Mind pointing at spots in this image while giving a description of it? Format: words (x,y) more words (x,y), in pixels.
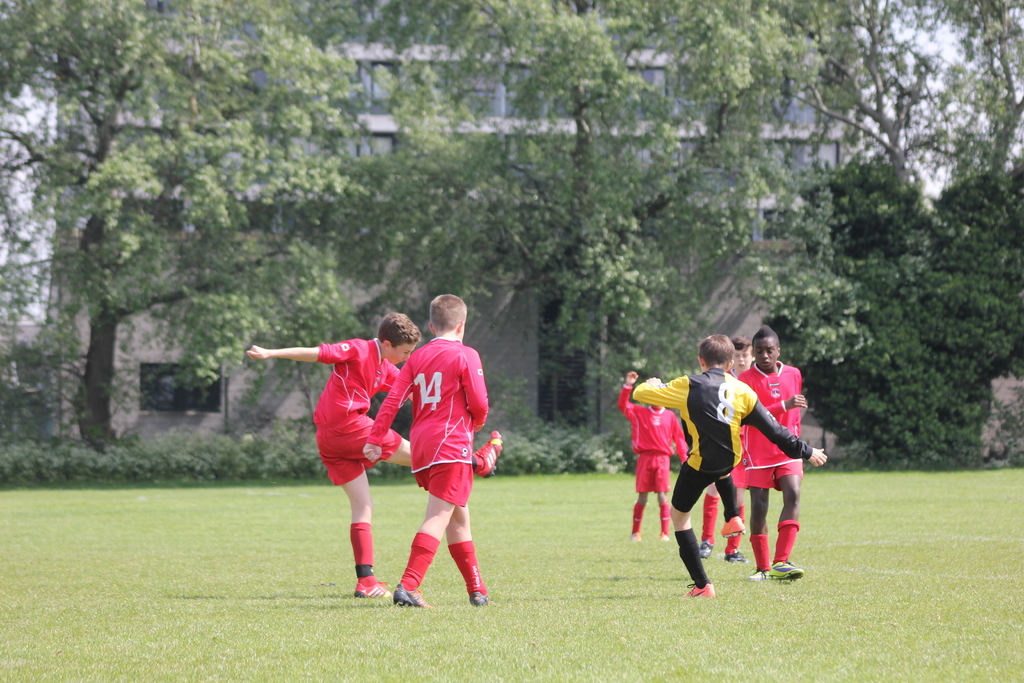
In this picture we can see five boys (463,434) wearing red color t-shirt (456,397) and shorts (432,485) playing football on the grass ground (325,528). Behind we can see many trees (443,138) and building (528,312).
